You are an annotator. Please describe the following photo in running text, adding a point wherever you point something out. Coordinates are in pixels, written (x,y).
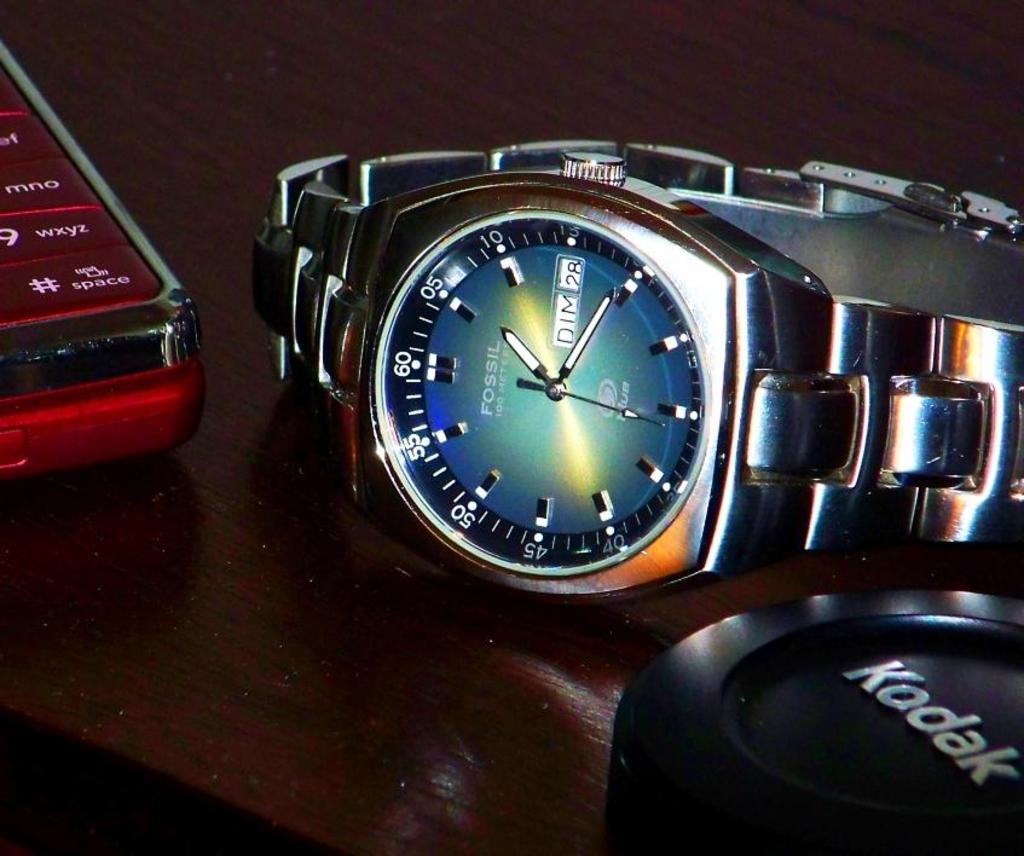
In the picture I can see a table (1012,582) which has a fossil watch (652,346), mobile phone (89,291) and a black color object (839,762) on it.
